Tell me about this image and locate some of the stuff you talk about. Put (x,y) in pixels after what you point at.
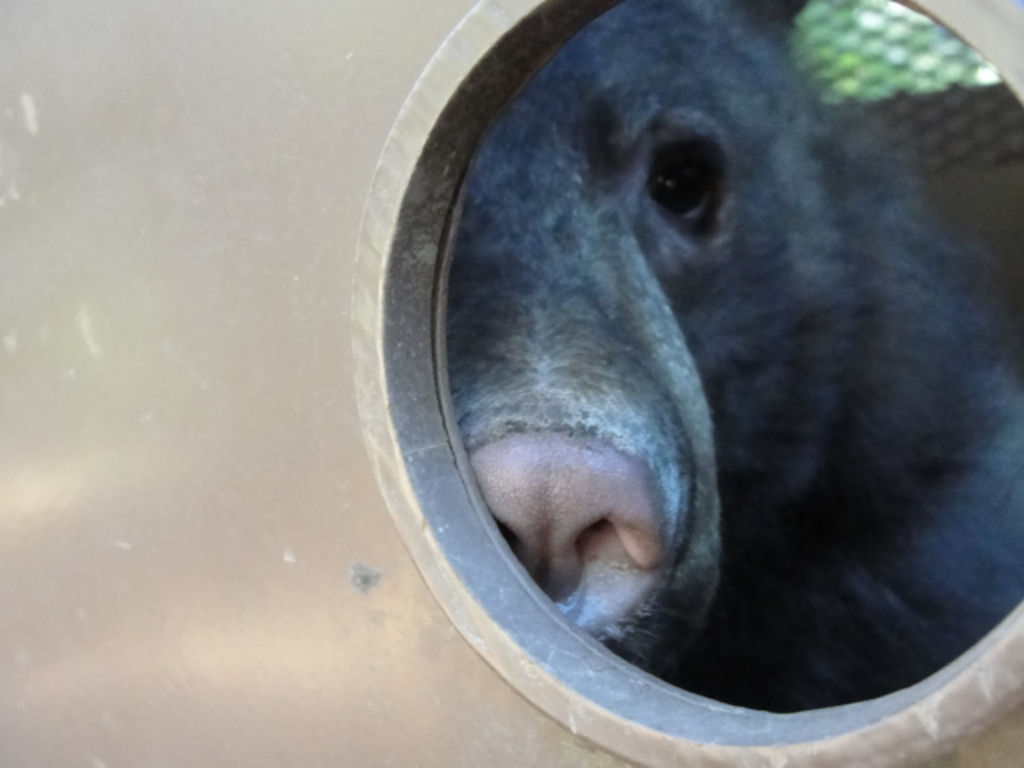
In this image there is a metal structure (305,442) and a hole (915,62) in it, from the hole (654,503) we can see there is an animal (650,431).
